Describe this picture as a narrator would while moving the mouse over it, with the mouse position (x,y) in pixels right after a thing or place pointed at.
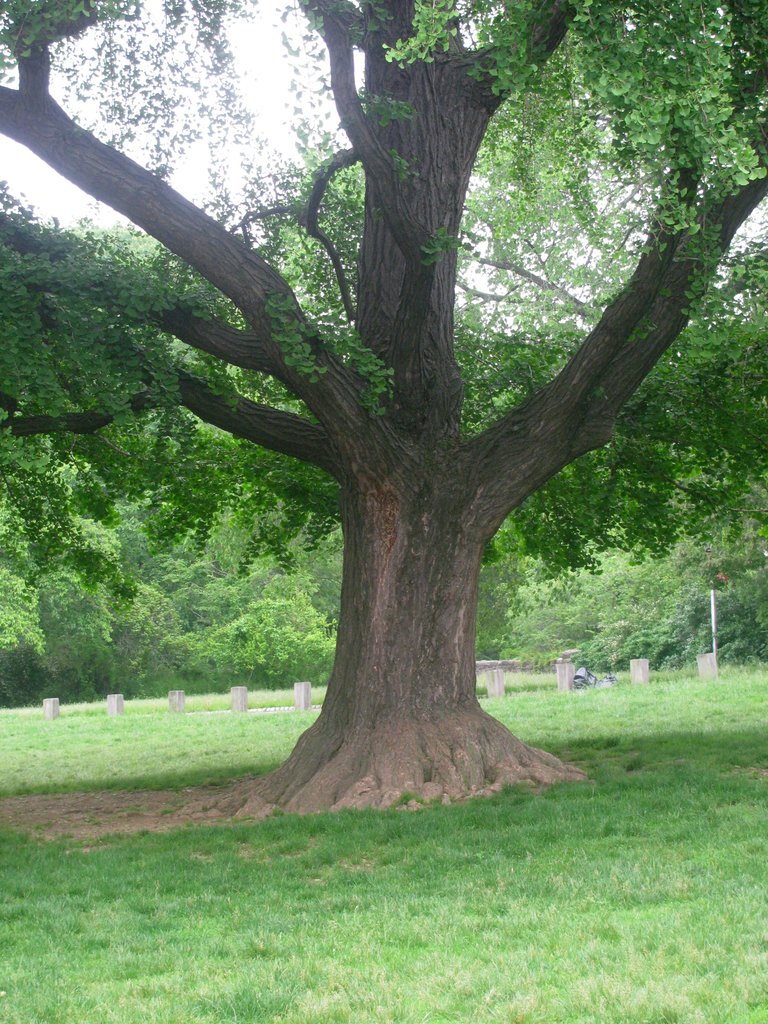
In the middle of the picture (411,643), we see a big tree (272,475) and at the bottom of the picture (416,992), we see the grass (100,714). Behind the tree (530,535), we see small pillars (704,655) and there are many trees (596,645) in the background (534,634). This picture might be clicked in the garden (501,916).
